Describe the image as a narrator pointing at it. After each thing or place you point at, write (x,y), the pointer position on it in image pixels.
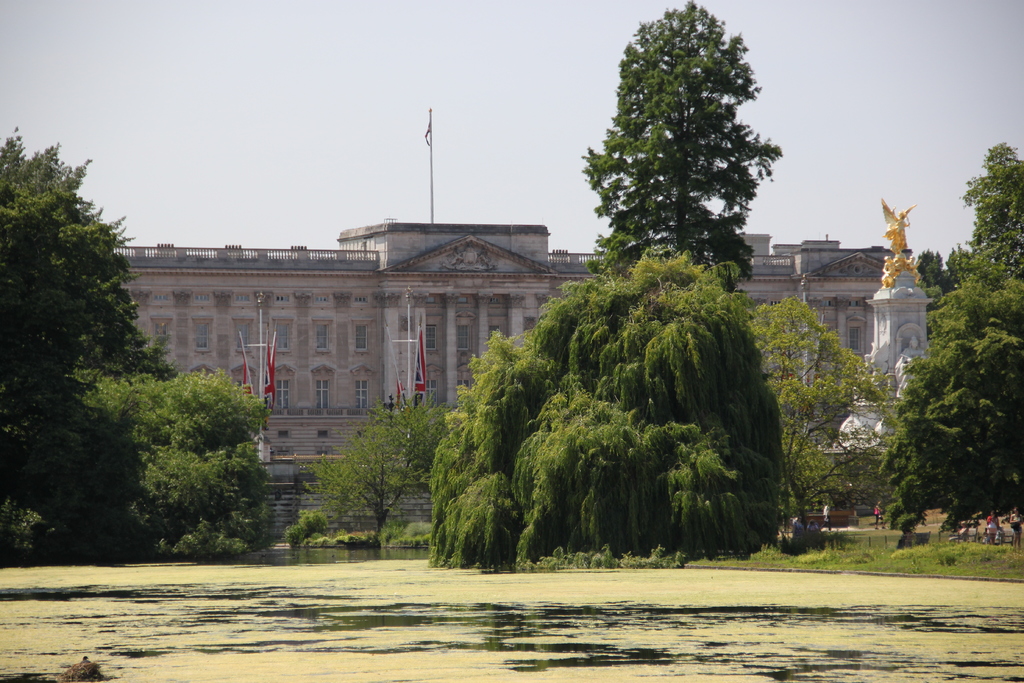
This is the picture of a place where we have a lake (473,639) and behind there is a building (381,371) and around there are some trees (655,364), plants (221,455), flags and a statue (884,380) to the side.
